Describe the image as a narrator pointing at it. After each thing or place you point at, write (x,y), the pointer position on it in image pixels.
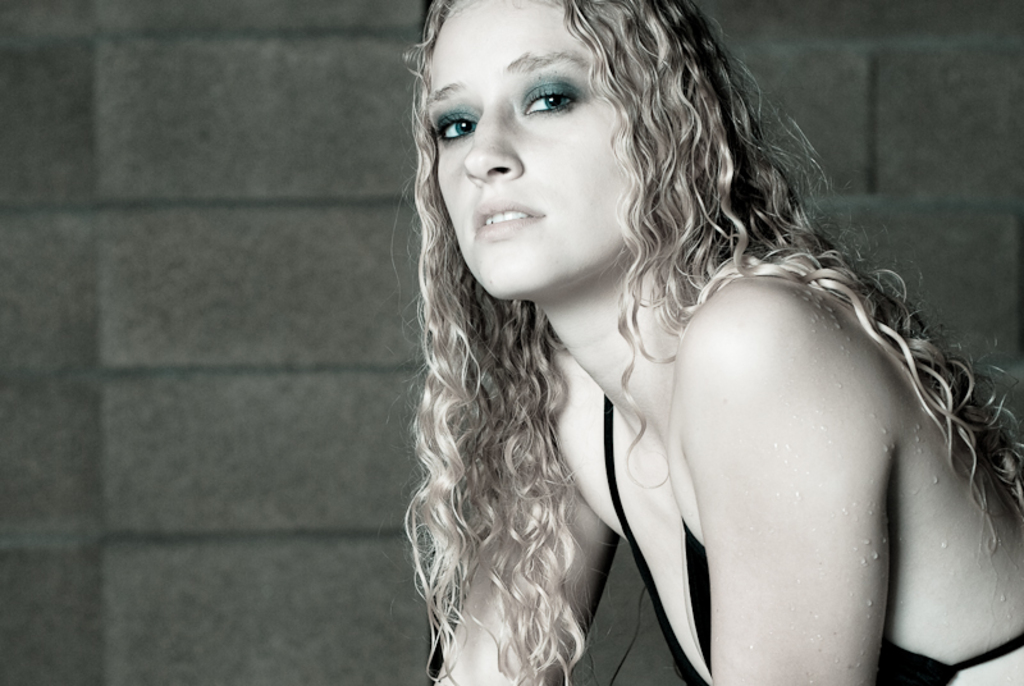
A woman (721,559) is sitting at the right side (773,409). She has blonde hair (807,236) and she is wearing a black dress (670,644). There is a wall (180,499) at the back (263,505).
